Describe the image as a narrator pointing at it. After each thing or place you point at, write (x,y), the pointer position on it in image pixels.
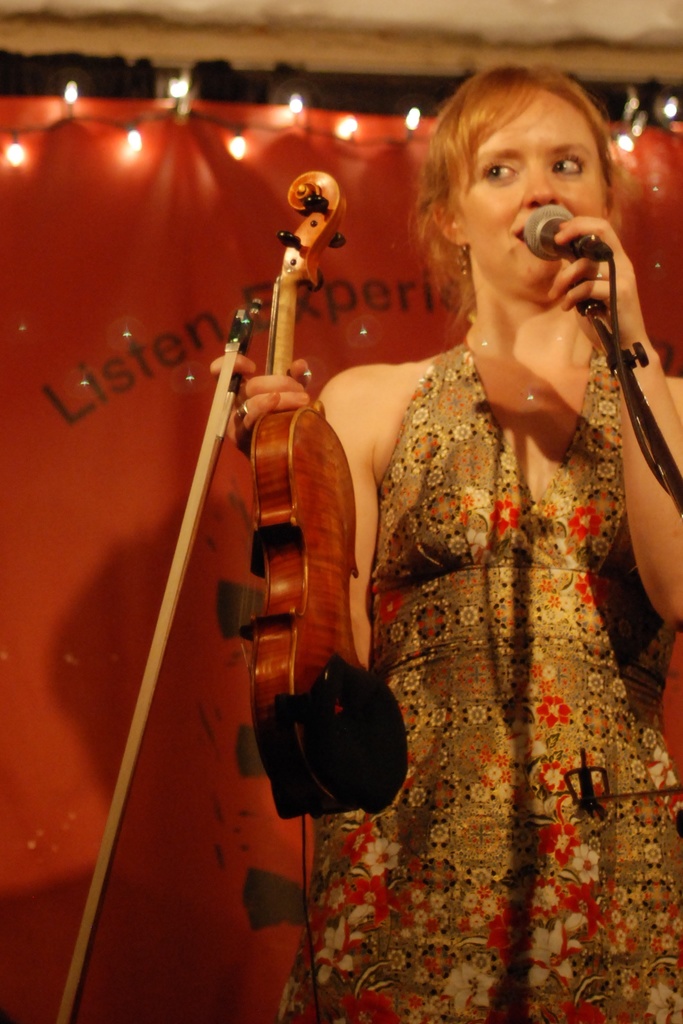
In this image I can see a person (489,383) standing in front of the mic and holding the violin (294,646). At the backside of her there is banner (180,167) and lights (354,124) attached to the banner (122,147).
